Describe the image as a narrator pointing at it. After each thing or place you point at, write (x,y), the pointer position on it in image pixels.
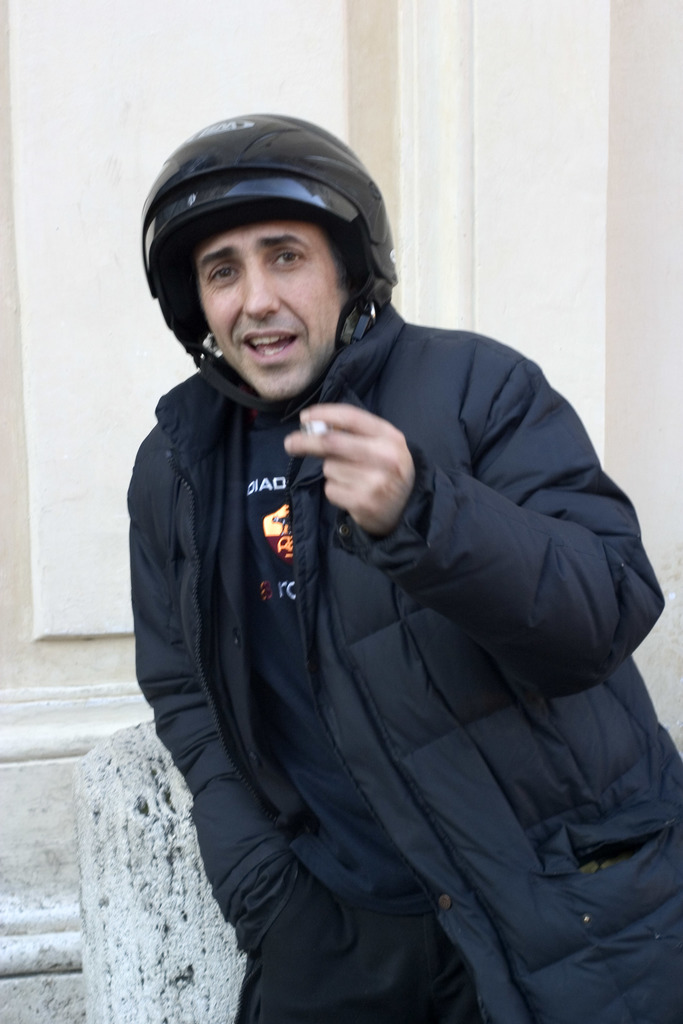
In this picture, we see a man (499,617) in the black jacket (488,604) is standing. He is wearing a black helmet (360,316) and he is holding a cigarette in his hand (349,423). I think he is trying to talk something. Beside him, we see a cement pole (159,830) or a block (188,955). In the background (100,361), we see a wall (358,97) in white color.
